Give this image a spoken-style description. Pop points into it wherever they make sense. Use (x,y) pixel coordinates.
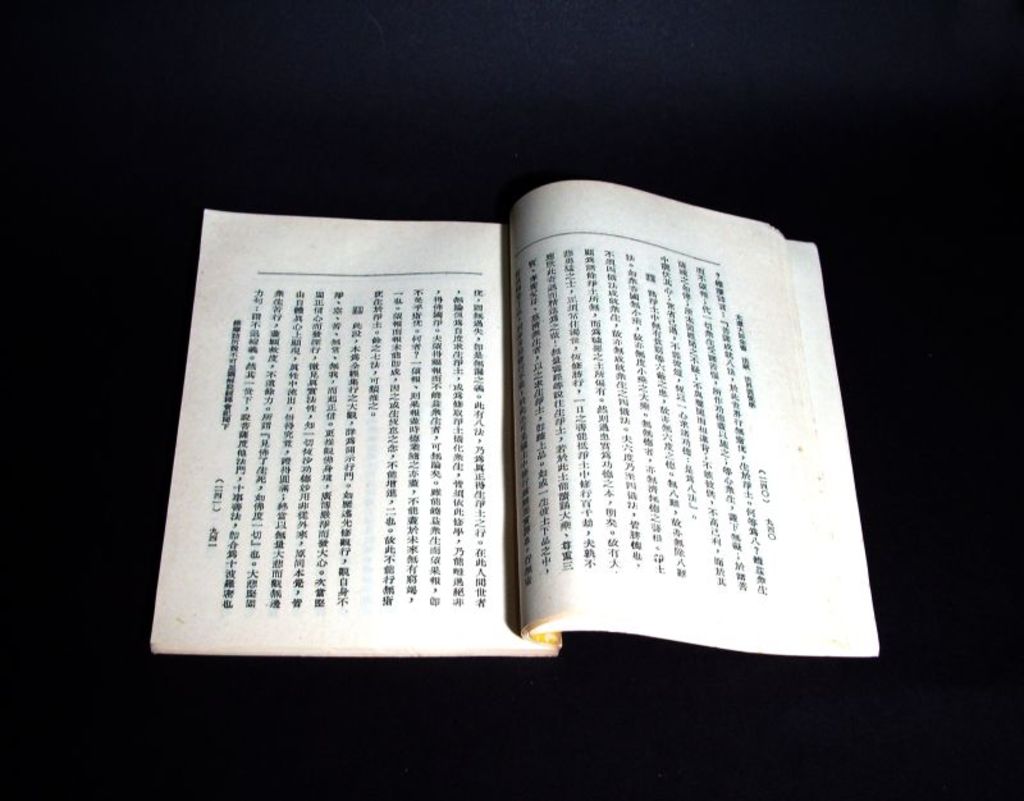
In the center of the image (552,437) we can see one book (442,512). On the book (451,542), we can see some text (428,541). And we can see the black color background (886,538).
